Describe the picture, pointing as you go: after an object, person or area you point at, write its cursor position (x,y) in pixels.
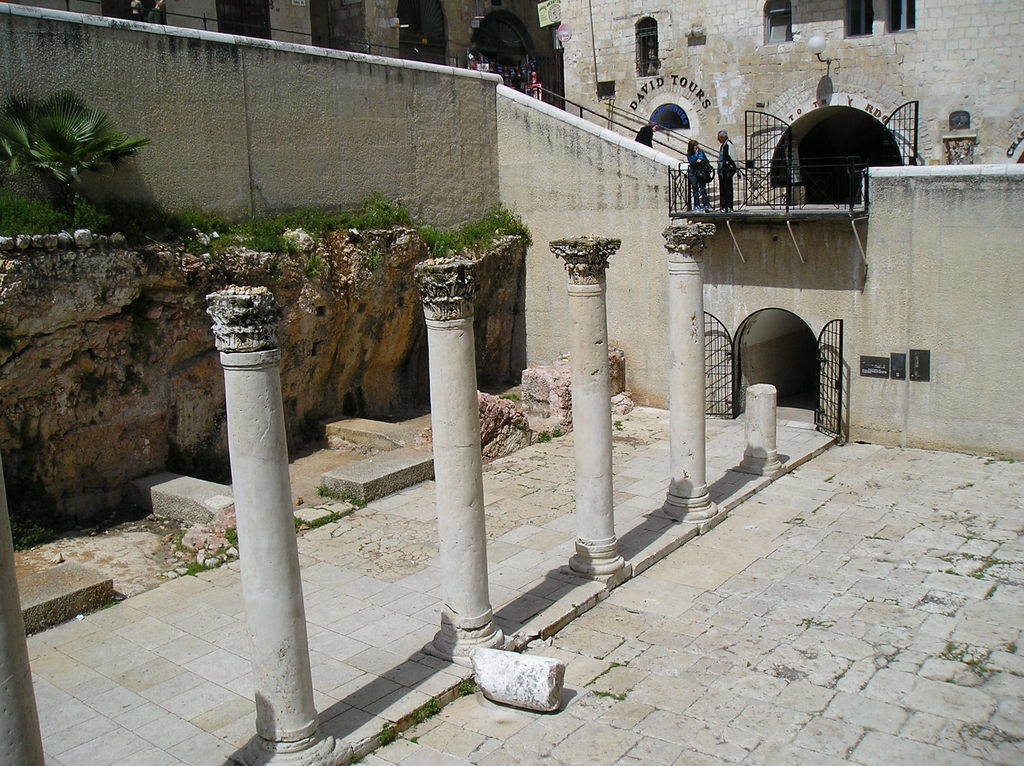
In this image we can see pillars (577,437) and building (638,84). On the stairs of the building (435,36) people (691,158) are standing. The gate (812,143) of the building (816,137) is in black color.
